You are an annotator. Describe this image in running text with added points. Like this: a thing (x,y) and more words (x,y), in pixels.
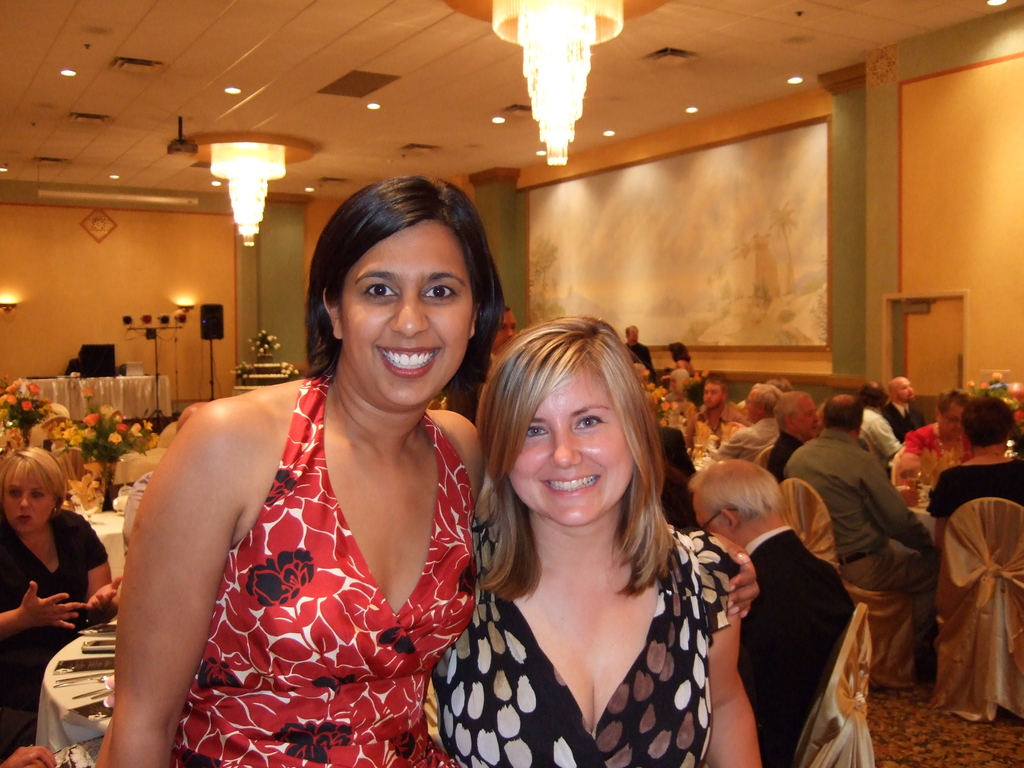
In this image we can see few people (813,457) sitting on chairs (984,535) and two people (445,550) are standing in a room (191,352), there is a scenery (685,225) to the wall (842,339) on the right side of the image (713,224) and in the background (150,399) there is a table (147,381), speaker (202,334) and few objects (150,326), there are flower vases (97,443) on the tables (116,516), there are lights (512,2) attached to the ceiling (379,68) and the wall (312,237).
